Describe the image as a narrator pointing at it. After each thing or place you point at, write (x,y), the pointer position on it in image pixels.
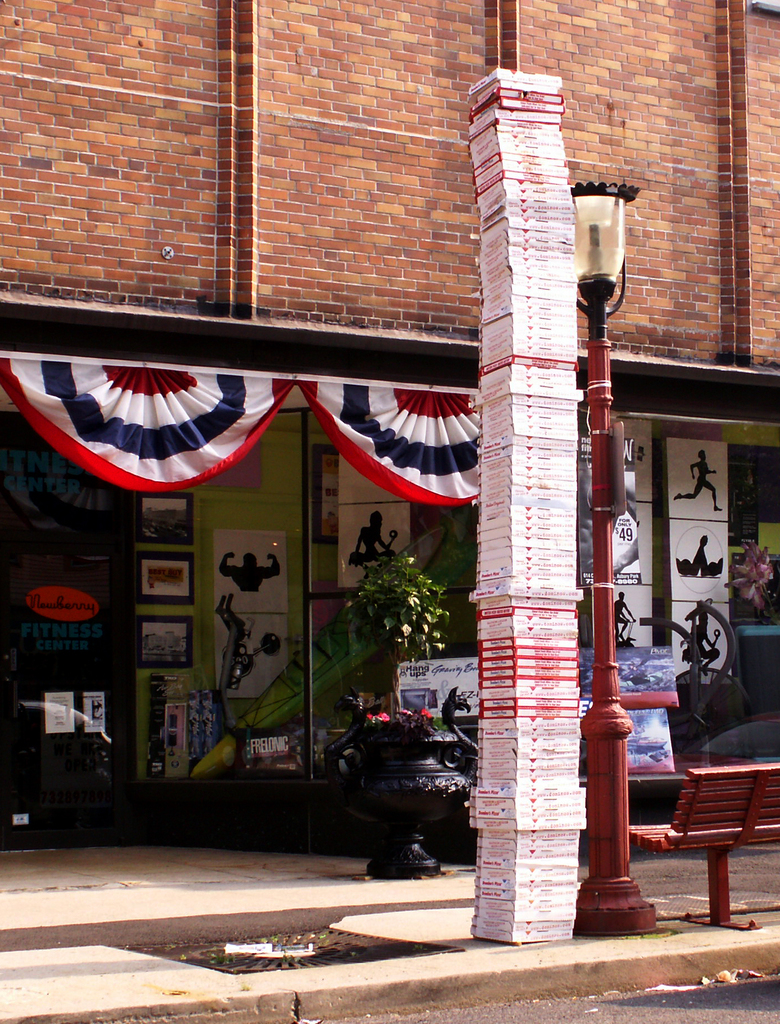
There are boxes (530,477) arranged in row vertically in a line which is attached to the light (588,265) on the footpath (666,925). On the right side (731,831), there is a bench (760,793) on the footpath (765,874). This footpath (768,887) is near a road (634,1015). In the background (353,769), there is a pot plant (416,626) near a building (318,20) which is having curtains (207,443) and photo frames (172,574) and posters (330,526) on the walls (199,672).
